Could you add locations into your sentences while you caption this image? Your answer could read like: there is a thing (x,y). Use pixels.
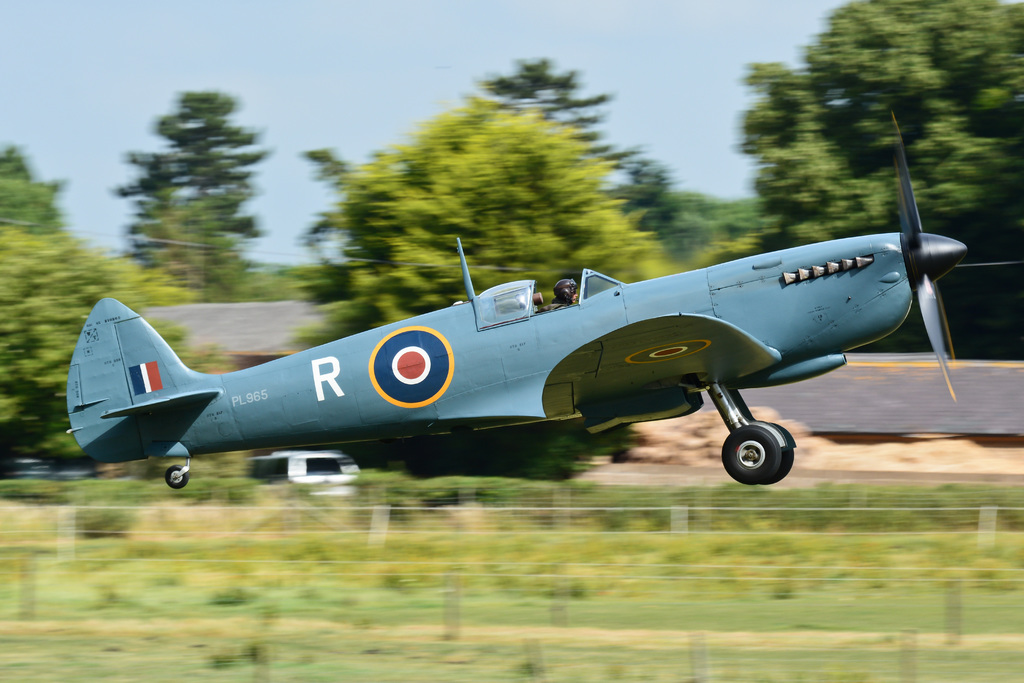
In this picture we can see an airplane (851,276) flying in the air (98,236), grass (485,554), trees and in the background (623,68) we can see the sky (628,86).
